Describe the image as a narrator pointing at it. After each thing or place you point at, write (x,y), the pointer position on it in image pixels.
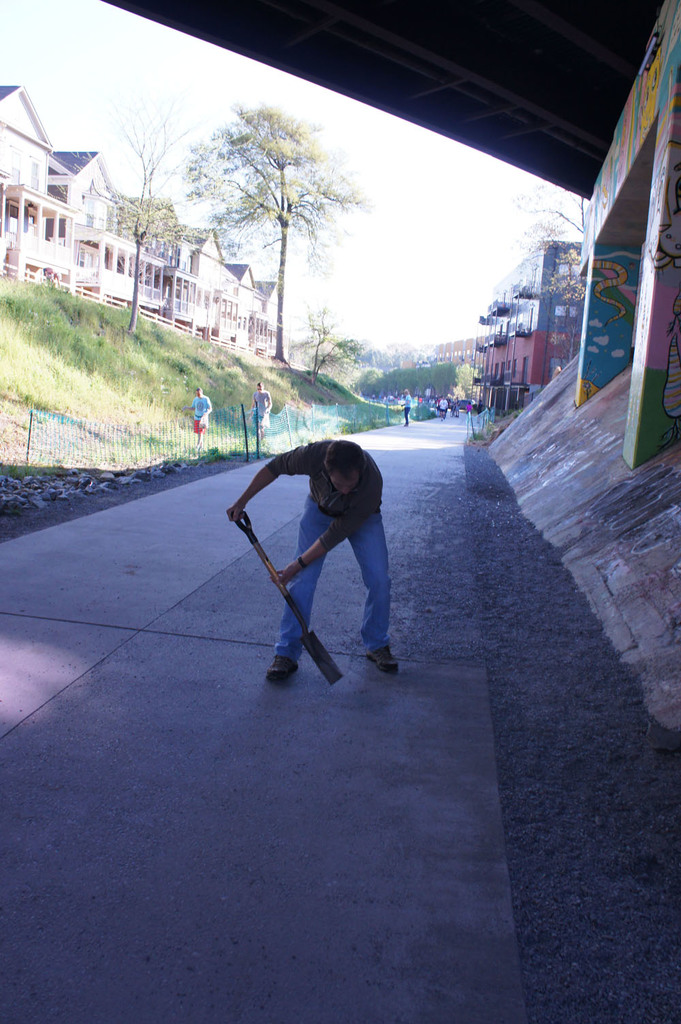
In the middle (372,598) a man (287,626) is there, he is holding the tool (309,640) with his hands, on the left side (152,224) there are trees (339,339) and buildings (259,317) in this image.
